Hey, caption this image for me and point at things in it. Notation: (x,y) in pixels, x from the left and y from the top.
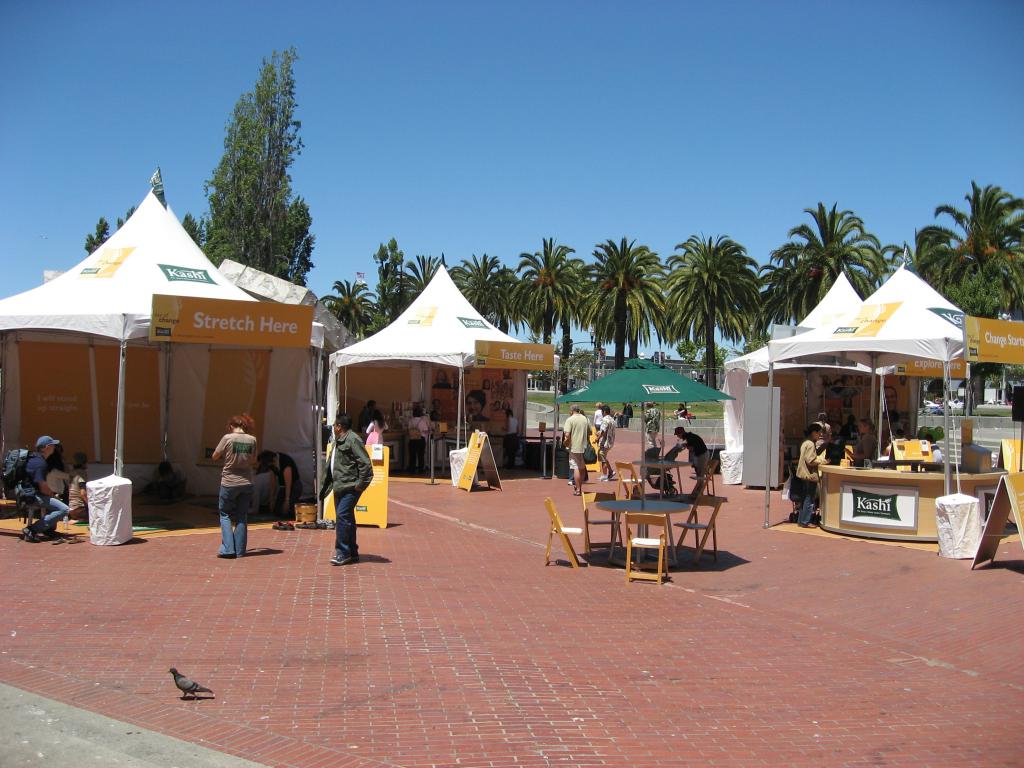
In this picture we can see tables (670,502), chairs (643,517), name boards (230,337), tents (514,378), poles (945,407), trees (652,305), banners (496,393), grass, pigeon (195,688) and a group of people (245,486) on the ground (416,551) and some objects (970,468) and in the background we can see the sky (619,218).
